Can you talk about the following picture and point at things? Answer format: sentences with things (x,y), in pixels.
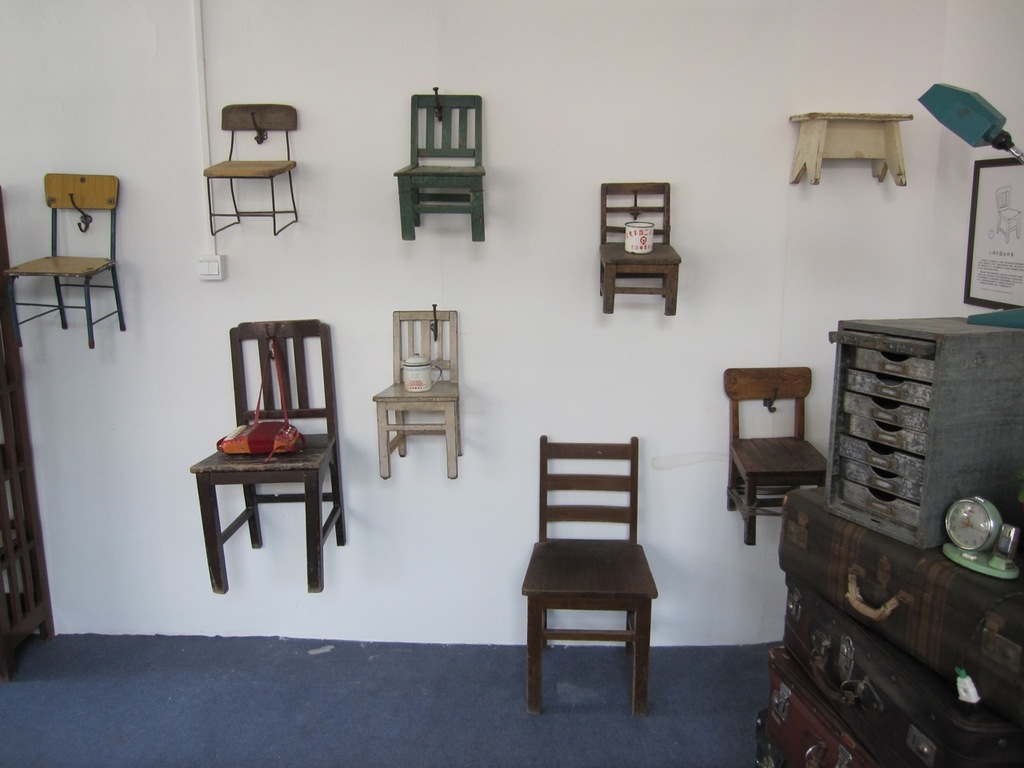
In this image there are chairs (622,232), table (849,152), trunk boxes (887,593), clock (989,571), picture (1011,245), lamp (973,137), carpet (135,713) and objects (284,433). A table (888,158), chairs (291,463) and picture (979,177) are on the wall (565,279).
